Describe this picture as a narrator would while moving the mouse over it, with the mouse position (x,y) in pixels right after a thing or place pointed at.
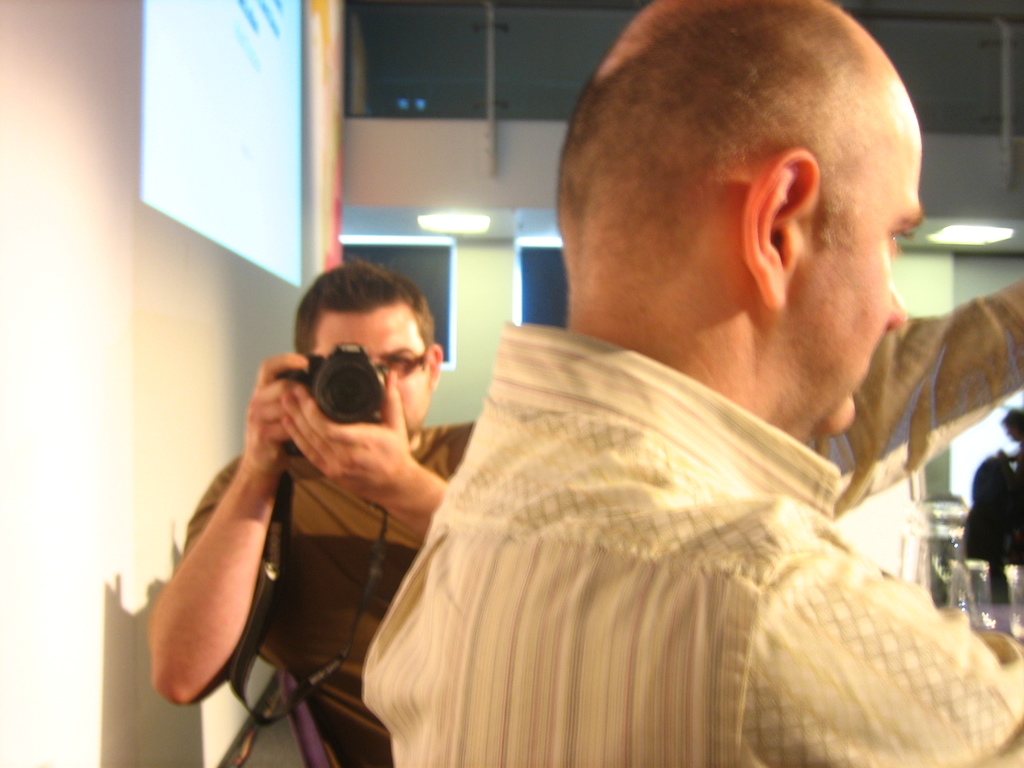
In the center of the image (415,331) there is a person (294,494) holding a camera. In front of him there is another person (672,508). In the background of the image (481,207) there is a wall (394,199). There are windows (435,278). To the left side of the image (75,332) there is wall (65,408). There is a projector screen (263,113).
